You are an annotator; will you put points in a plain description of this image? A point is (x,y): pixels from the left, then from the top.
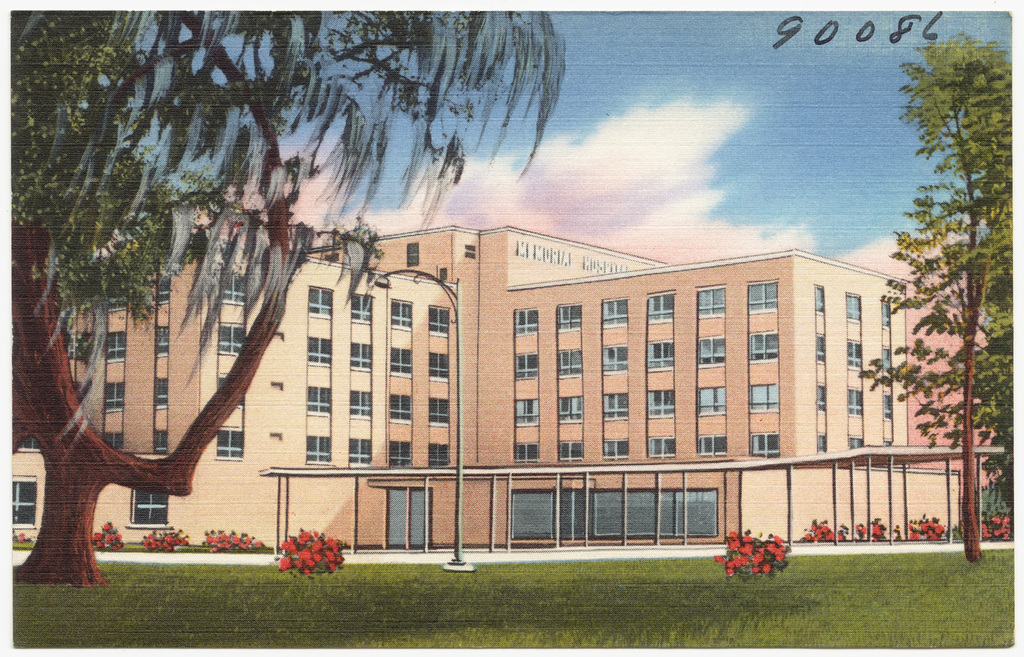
This picture is consists of a building (109,351), which is very wide in the image and there are some trees (178,197) around the area of the image, there are many glass windows (669,451) on the building (229,368) and there are glass doors (398,519) at the center of the image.
